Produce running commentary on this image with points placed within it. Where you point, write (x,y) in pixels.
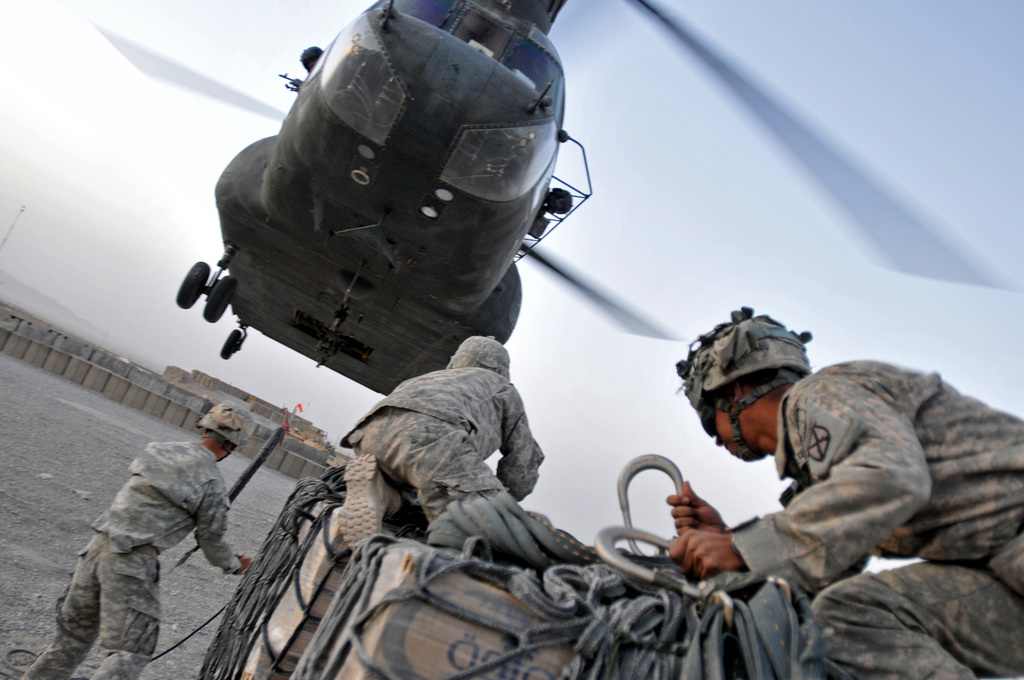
In this image we can see an aircraft (418,194). There are few persons (239,414) in the image. There is a sky (111,184) in the image. There is a barrier (160,378) in the image. There is a house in the image.
